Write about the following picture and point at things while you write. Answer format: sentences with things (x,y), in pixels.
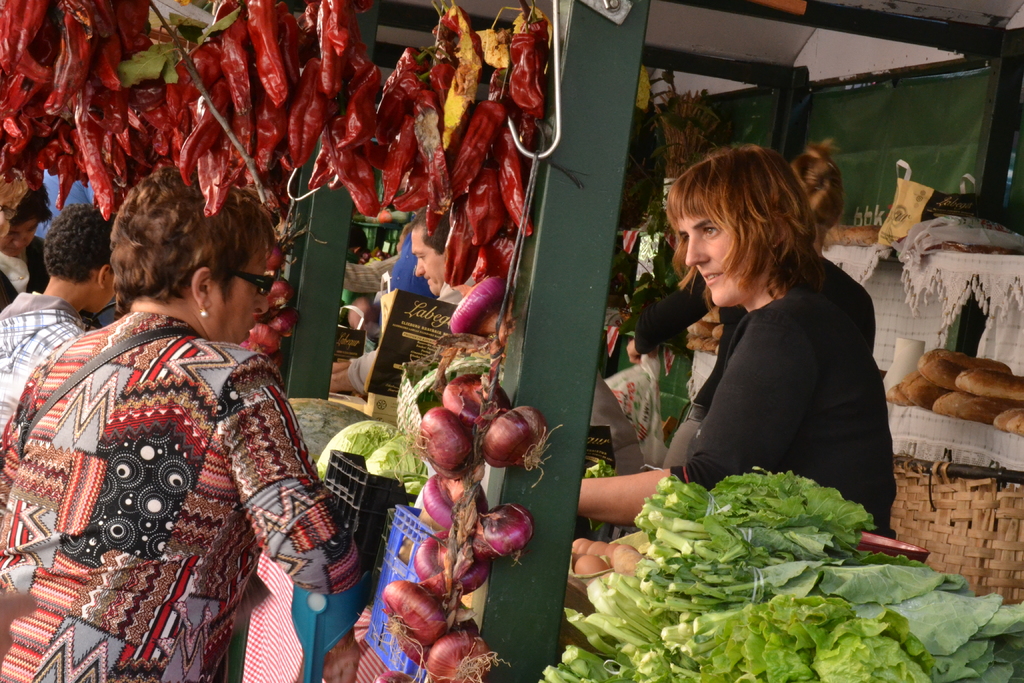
In this image I can see a shop (659,538), in the shop (621,318) I can see vegetables (797,568) and I can see few persons (697,397) visible in the shop (547,475).
